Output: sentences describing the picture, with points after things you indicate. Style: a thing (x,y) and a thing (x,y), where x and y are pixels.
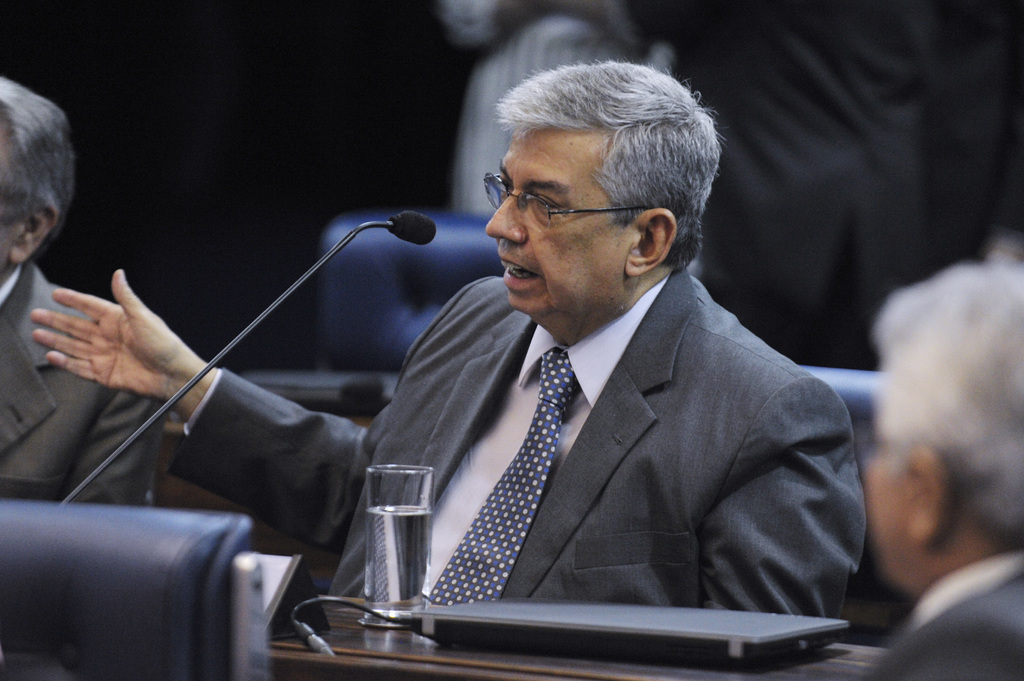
In this picture I can see a person (487,400) wearing the coat (581,465) and sitting. I can see the microphone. I can see the electronic device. I can see the water glass (390,520) on the table (418,654).
